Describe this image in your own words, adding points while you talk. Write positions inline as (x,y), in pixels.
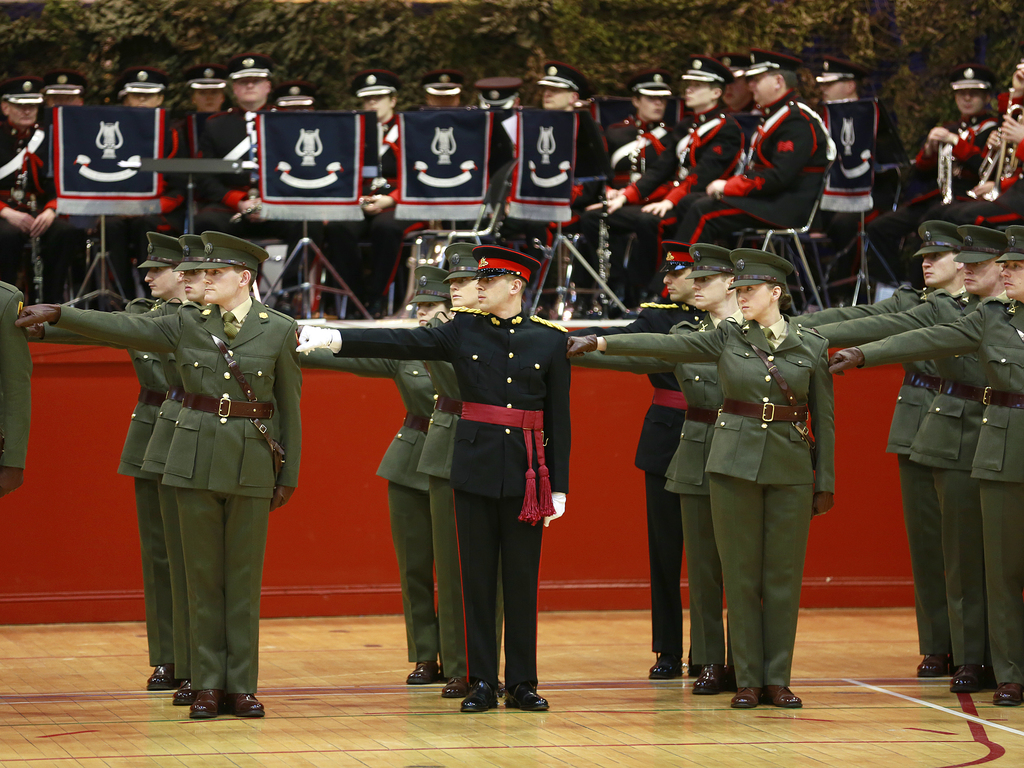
In this image there are a few army personnel (502,428) performing a parade, behind them there are a few other army personnel (583,152) seated on chairs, behind them there are trees (412,95).
